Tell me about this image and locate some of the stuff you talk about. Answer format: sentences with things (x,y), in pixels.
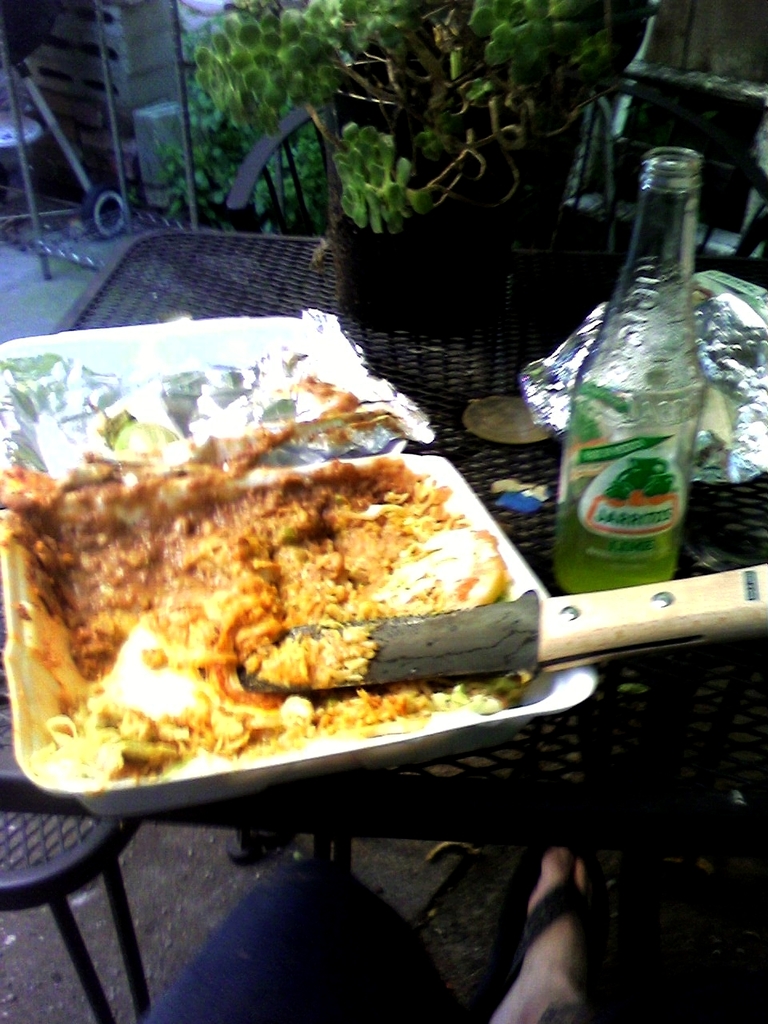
There are plate (214,340) with leftover food (329,569), a bottle (585,534) and some packing covers (721,355) on table (394,333).
